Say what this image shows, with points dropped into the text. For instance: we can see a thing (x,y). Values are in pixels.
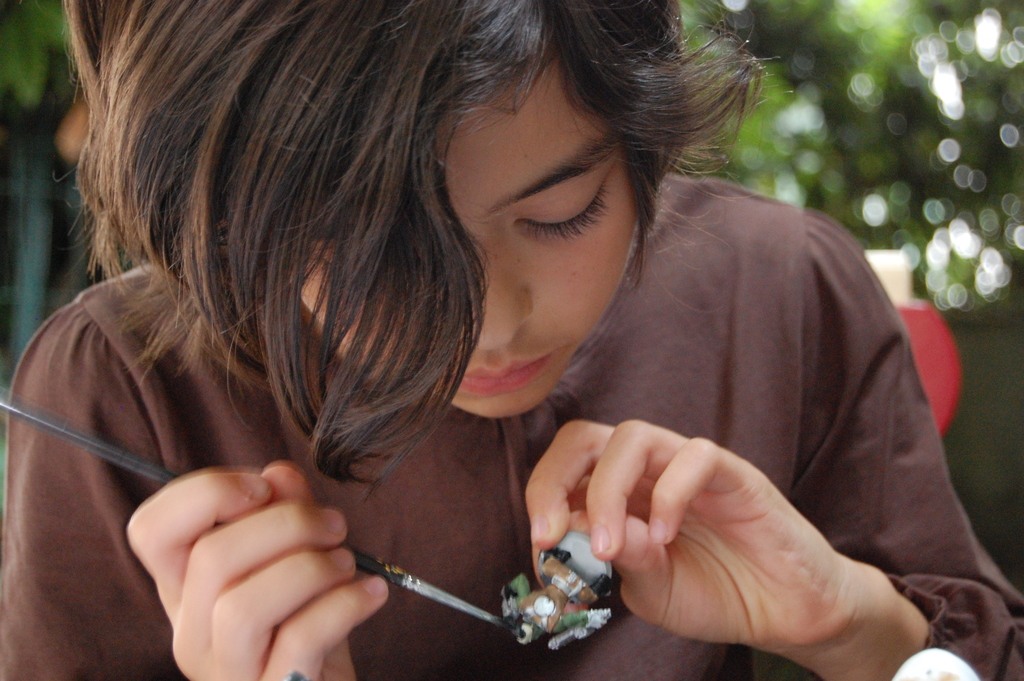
This woman (375,282) is holding a toy (543,600) and paint brush (378,573). She is looking at this toy (568,565). Background (31,94) it is blur. We can see the tree (844,131).
